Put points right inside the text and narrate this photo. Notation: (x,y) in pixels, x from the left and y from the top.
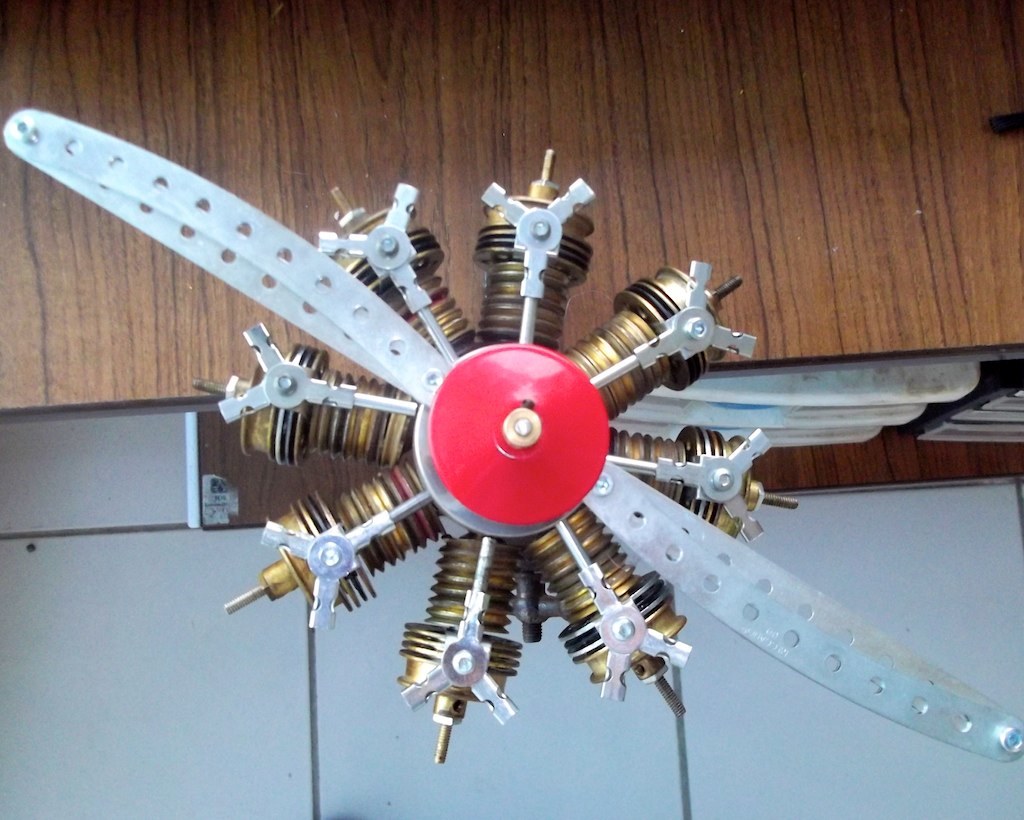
In this picture we can see an object (417,274) and in the background (612,706) we can see the wall (374,639) and some objects (915,408).
